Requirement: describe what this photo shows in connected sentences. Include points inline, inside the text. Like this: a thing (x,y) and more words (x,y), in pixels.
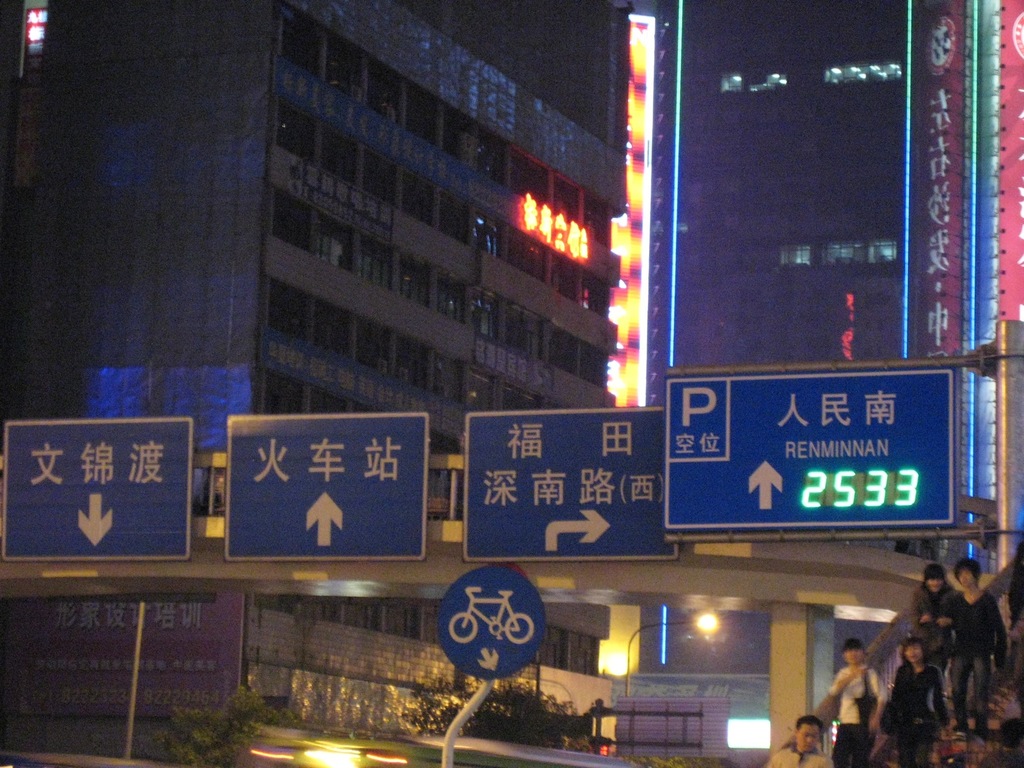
On the right side (971,606), there are persons (940,572) on the steps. On the left side (315,744), there is a vehicle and there is a sign board (509,630) attached to a pole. Above them, there are sign boards (494,458) attached to a bridge (855,551). In the background (926,543), there are buildings (288,190), lights (643,255) and plants (445,721).
